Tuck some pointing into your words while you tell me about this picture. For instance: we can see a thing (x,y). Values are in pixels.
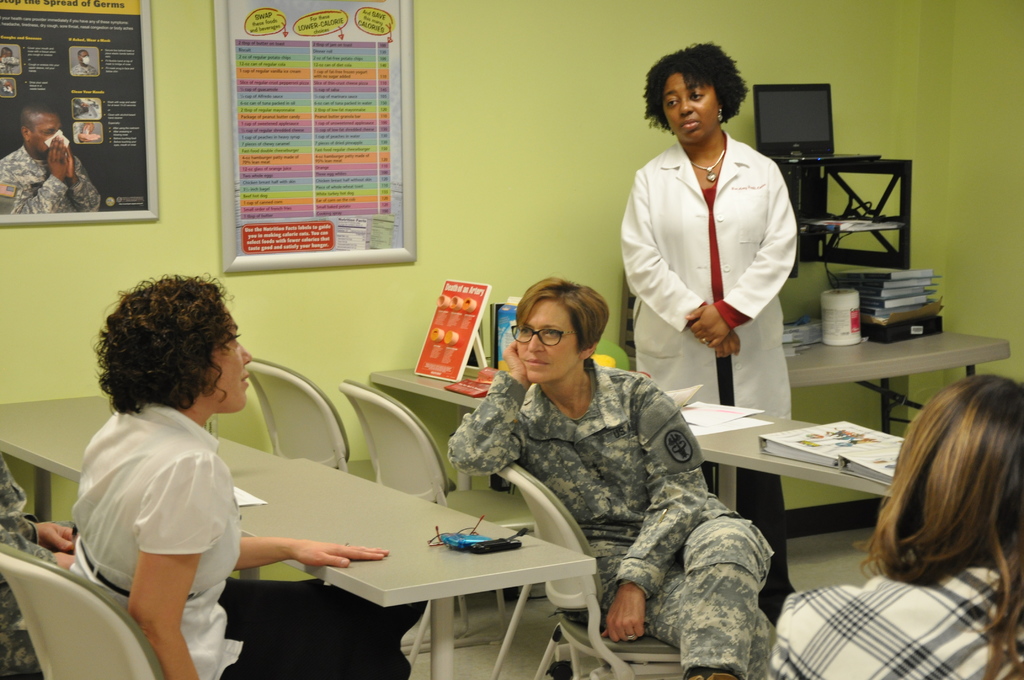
At the bottom right corner of the image (944,577) there is a lady (954,602) sitting. And at the left corner of the image (129,472) there is a lady (178,532) with white shirt (148,543) is sitting on the chair (75,637). Beside her there is a chair (83,649). In front of her there is a table (333,490) with few items (484,541) on it. Behind the table (370,508) there is a lady (572,477) with uniform (625,499) is sitting on the chair (550,601). Beside him there are two empty chairs (392,425). Behind the lady (631,398) there is a table (429,378) with books (813,459) and a few other items (462,336). Behind the table (411,376) there is a lady (673,167) with apron (712,369) is standing. Behind her there is a table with books (863,289) and black stand (814,164) with a laptop (802,151) on it. In the background (460,213) there is a wall (472,124) with frame (88,87) on it.
